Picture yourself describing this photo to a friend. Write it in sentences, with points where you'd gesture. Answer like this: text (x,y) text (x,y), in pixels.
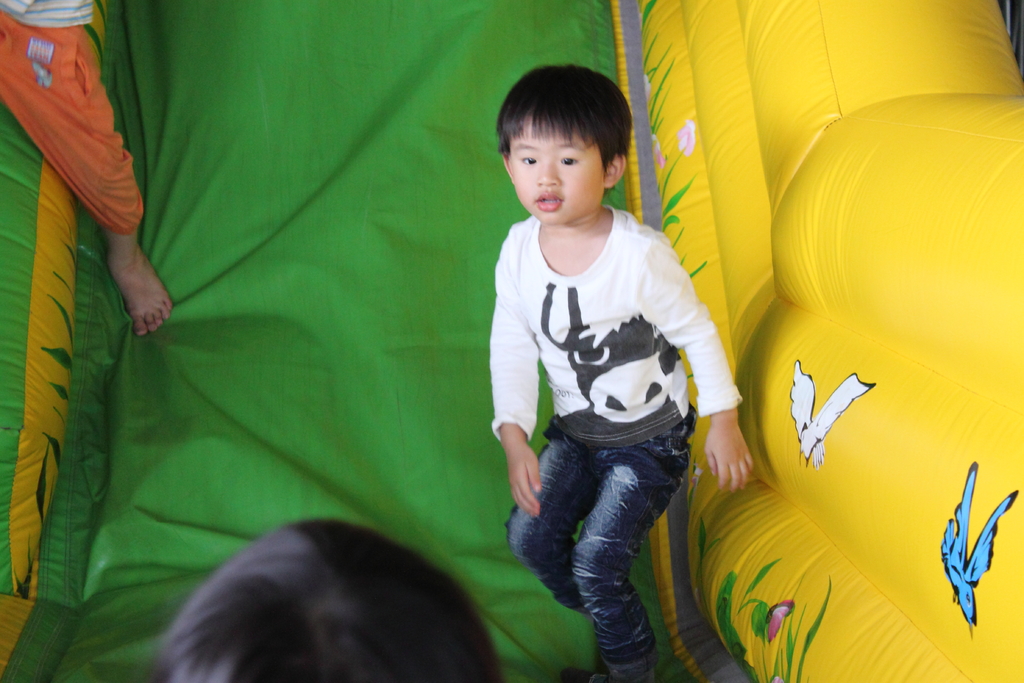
In this picture we can see three people (228,630), balloon slide (442,236) and on this slide (639,145) we can see birds (967,521), plants (739,643) and a butterfly (774,634).
